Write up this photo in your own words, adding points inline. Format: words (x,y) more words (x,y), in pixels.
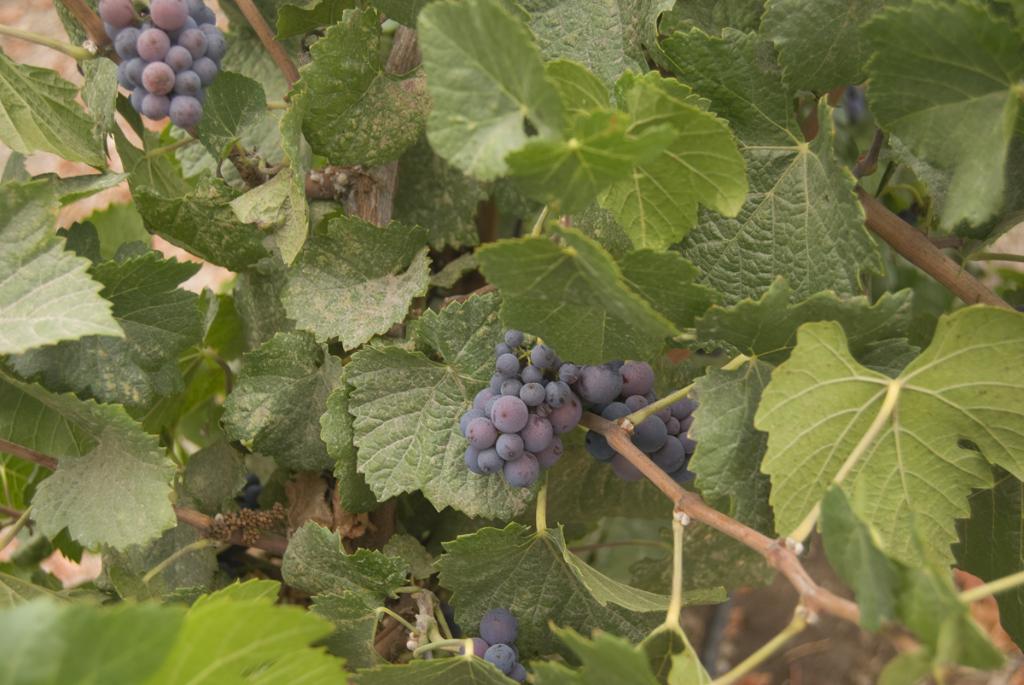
In this image we can see bunch of fruits (175,42) looks like grapes (672,434) to the tree (949,468).
